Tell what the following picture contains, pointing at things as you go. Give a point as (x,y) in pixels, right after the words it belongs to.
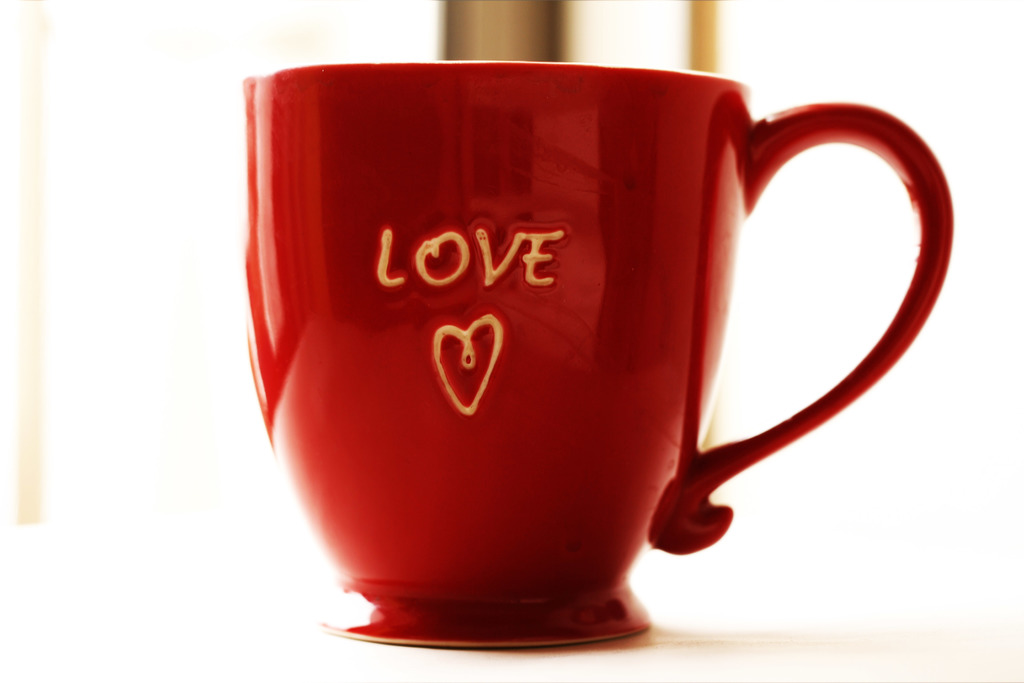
In the image there is a red cup (617,250) and on that cup (436,307) it is written as ¨LOVE¨.
